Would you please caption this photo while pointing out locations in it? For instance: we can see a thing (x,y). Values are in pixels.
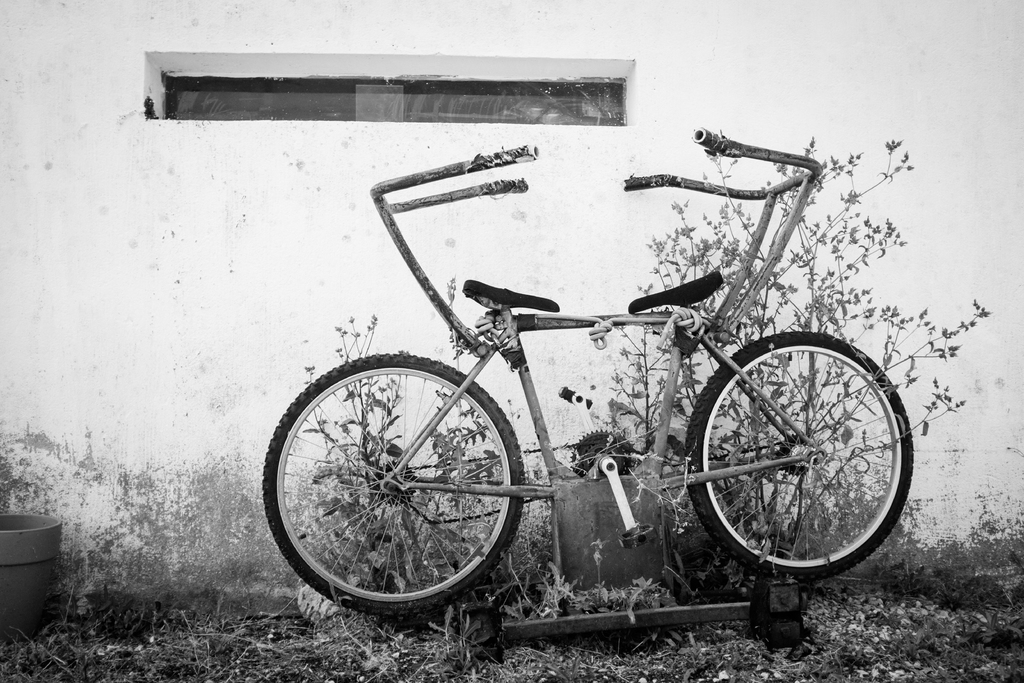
In this black and white picture there is a vehicle (895,437), behind there are few plants (379,429). Left side (9,571) there is a pot (7,547) on the land (412,652) having few leaves (863,647). Background (91,357) there is a wall (651,94) having a window (400,105).
